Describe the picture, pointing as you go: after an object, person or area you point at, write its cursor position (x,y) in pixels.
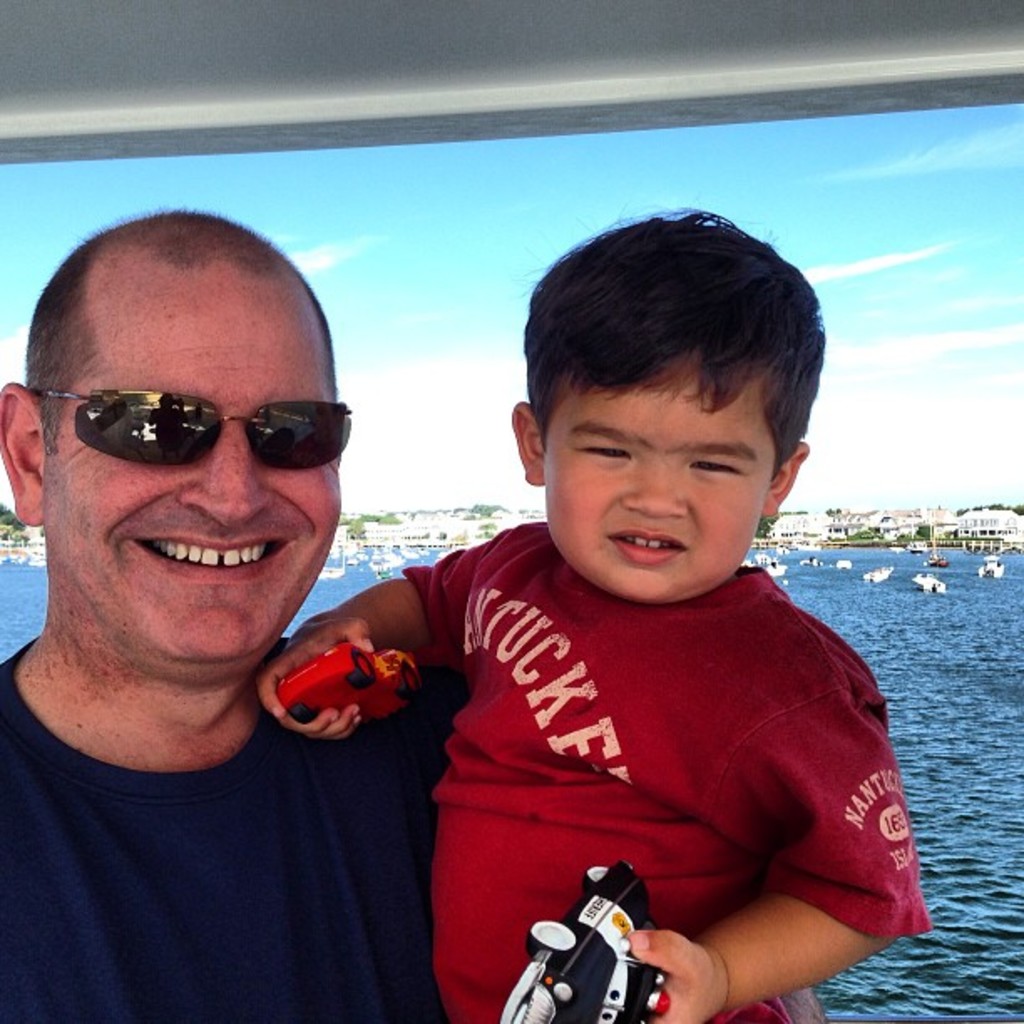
On the left side of the image (325,548) we can see a man (325,548), he is smiling and he is holding a baby (593,564), the baby (605,577) is holding few toys (612,867), in the background (791,551) we can find few buildings (942,517), trees (829,513) and boats (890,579) on the water (887,590).
